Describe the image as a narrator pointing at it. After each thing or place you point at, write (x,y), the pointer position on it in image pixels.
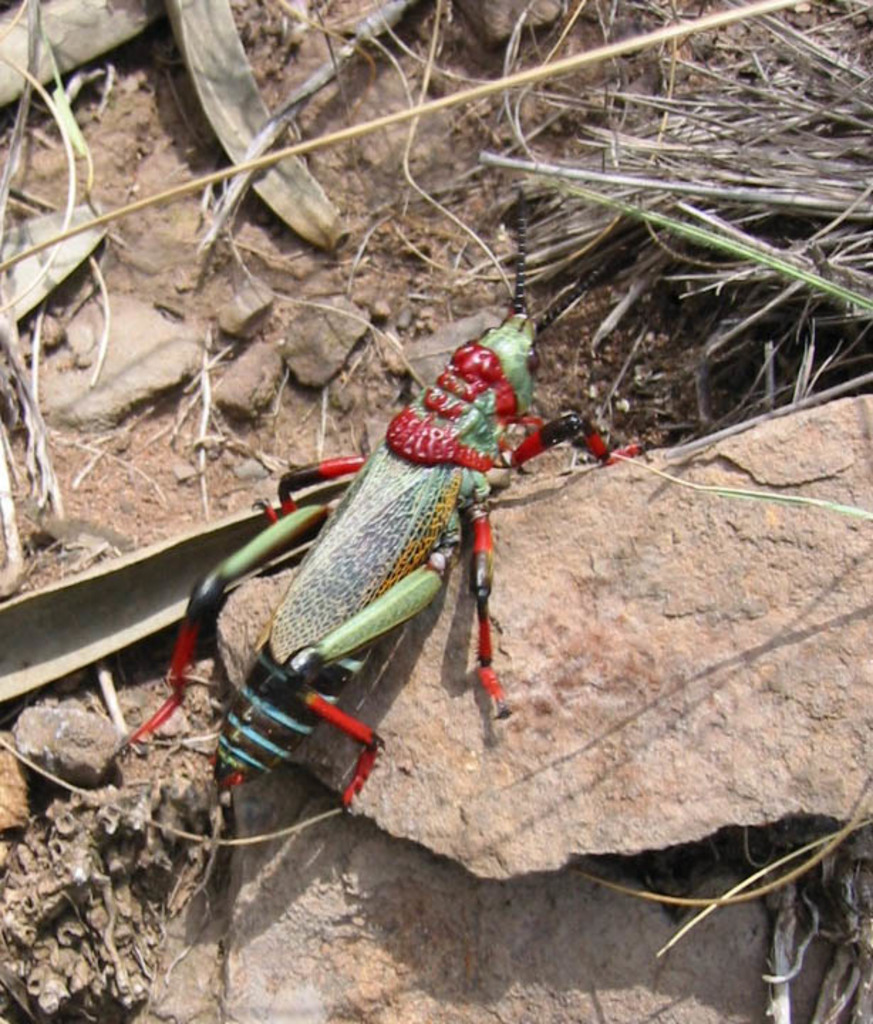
Here we can see a insect (345,677) on a stone (569,761) on the ground (325,398) and also grass (695,177). We can also see small stones (64,376).
